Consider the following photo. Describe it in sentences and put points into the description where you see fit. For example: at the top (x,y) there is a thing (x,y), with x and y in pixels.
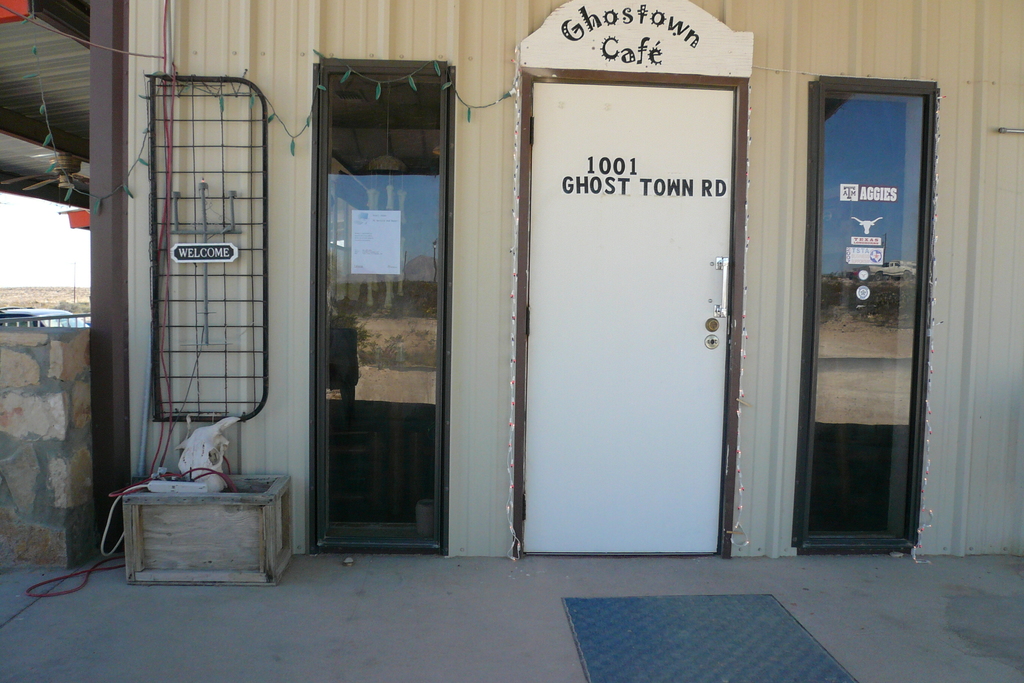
This is the picture of a room (708,292). In this image there is a text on the door (606,295). On the left (335,488) and on the right side of the door (668,489) there are windows (836,204) and there are lights (517,111) on the wall (136,156). On the left side of the image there is a vehicle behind the railing (68,328). At the top (23,220) there is sky (34,239). At the bottom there is a mat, cardboard box (280,553) and there are wires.
